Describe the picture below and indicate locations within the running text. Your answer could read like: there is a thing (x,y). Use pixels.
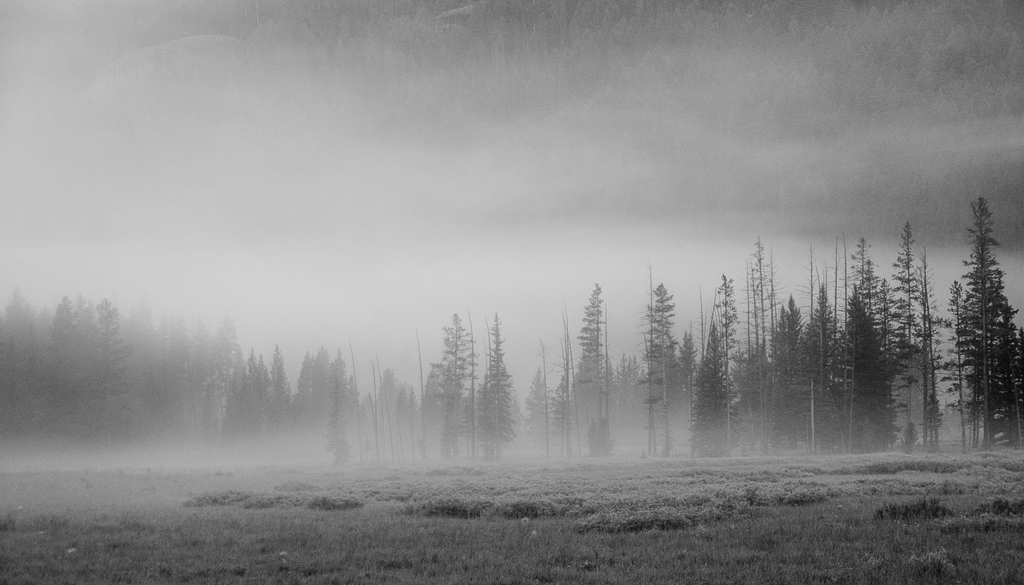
It is a black and white picture. In this image, we can see so many trees (623,398), plants (704,494), grass (717,488), fog (637,447) and sky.
